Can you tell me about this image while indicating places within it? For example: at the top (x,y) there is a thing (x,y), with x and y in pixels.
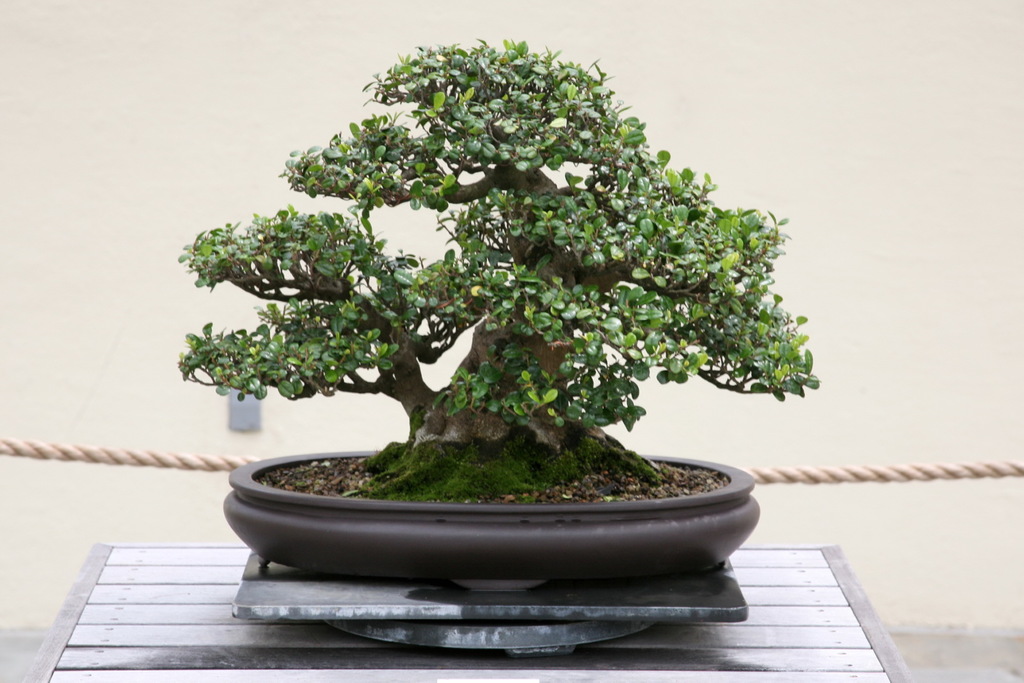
We can see bonsai plant (592,292) with pot (441,511) on the metal surface (375,599). In the background (192,460) we can see rope (119,450) and wall (127,200).
